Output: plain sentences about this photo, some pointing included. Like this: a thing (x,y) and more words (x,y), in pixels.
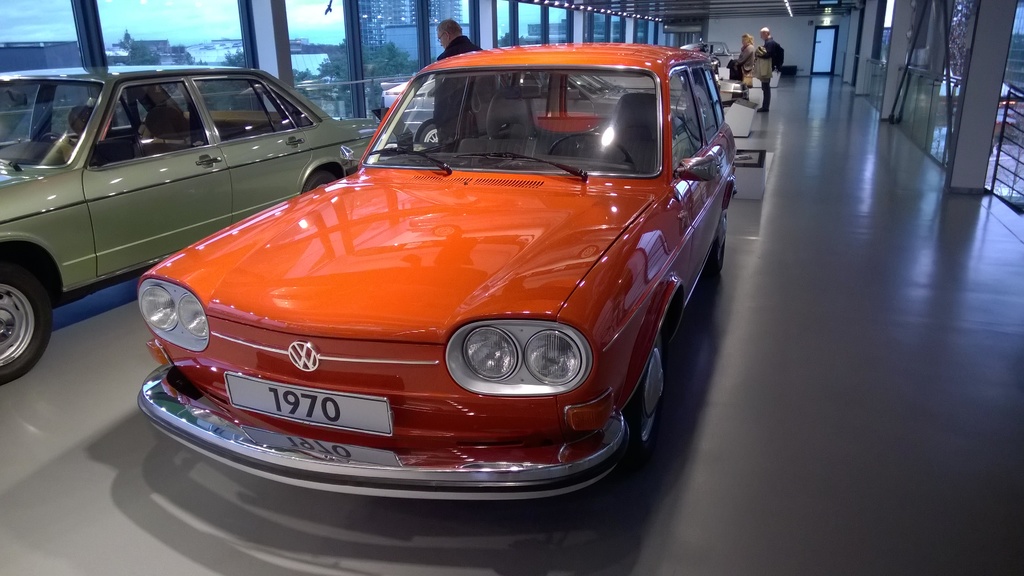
In this picture I can see there are two cars (270,303) and they are in orange color and green color and there are few people (454,49) standing in the backdrop (759,54) and there are trees (341,65) visible from the window (216,46).
